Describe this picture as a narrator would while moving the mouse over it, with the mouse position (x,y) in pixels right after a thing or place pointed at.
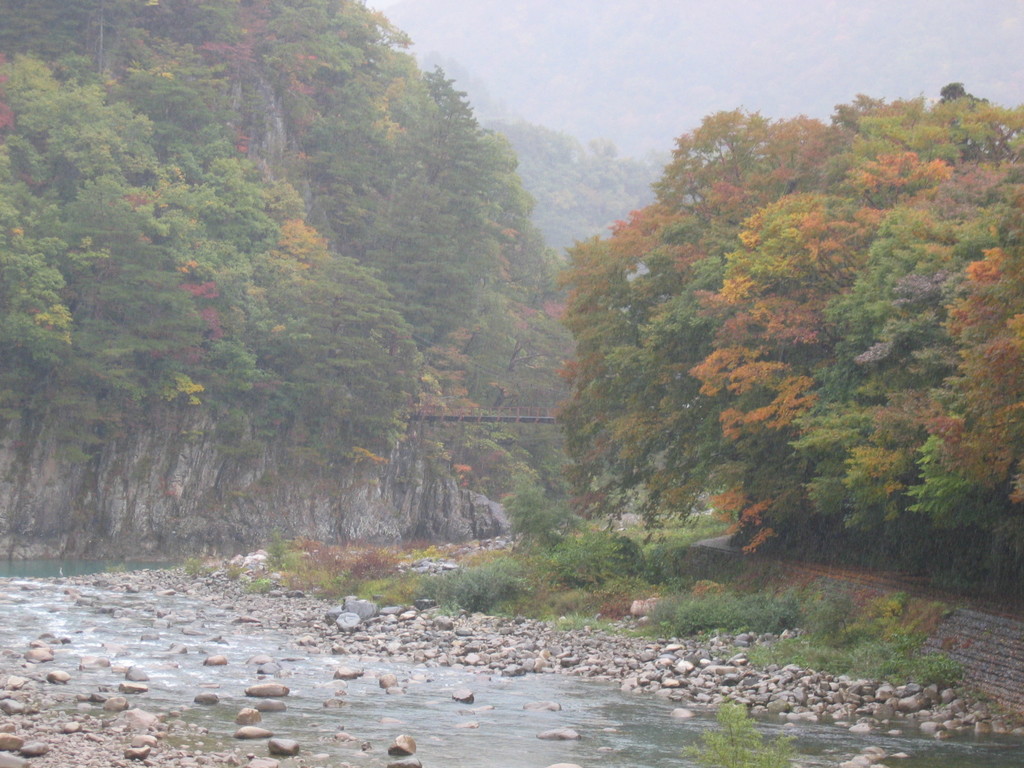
In this image we can see a group of trees (366,187), plants (577,553), stones (632,660), a water body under a bridge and the sky (779,102) which looks cloudy.
